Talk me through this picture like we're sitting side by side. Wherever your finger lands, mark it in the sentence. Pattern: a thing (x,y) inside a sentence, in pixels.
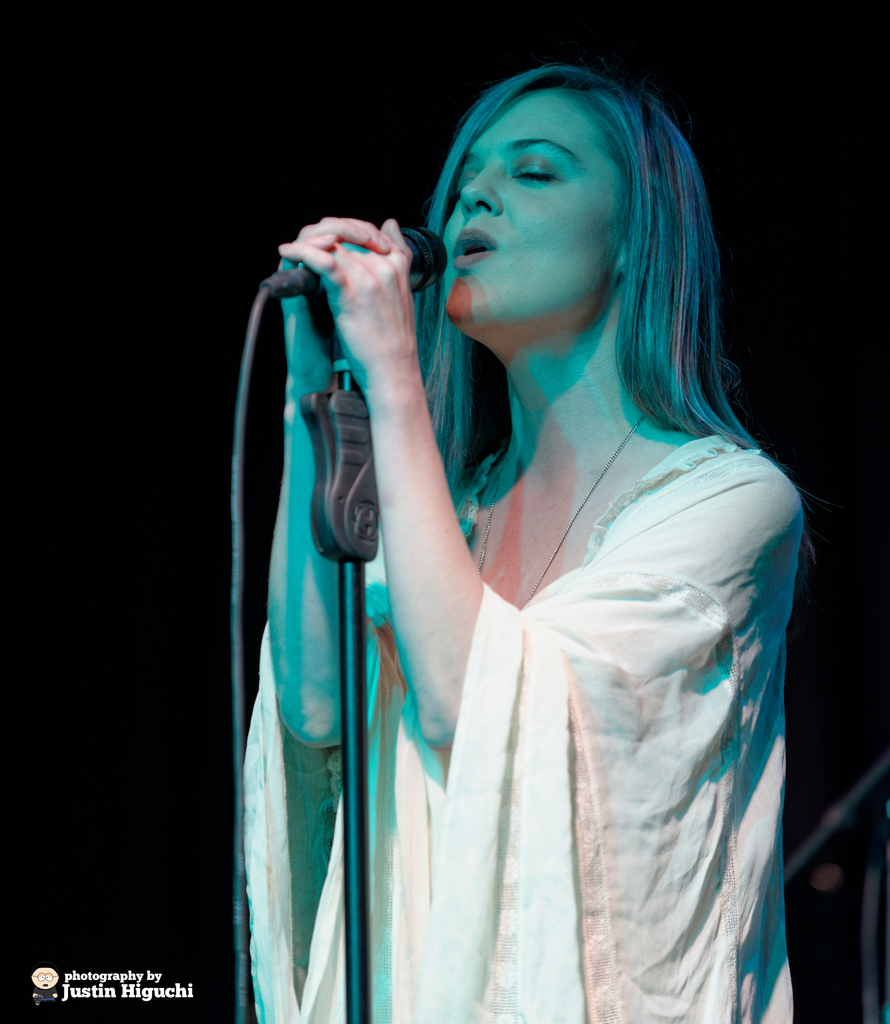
In this image In the middle (531,471) there is a woman (553,525) she is singing she hold a mic (417,232) her hair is long she wear white dress (562,808).
